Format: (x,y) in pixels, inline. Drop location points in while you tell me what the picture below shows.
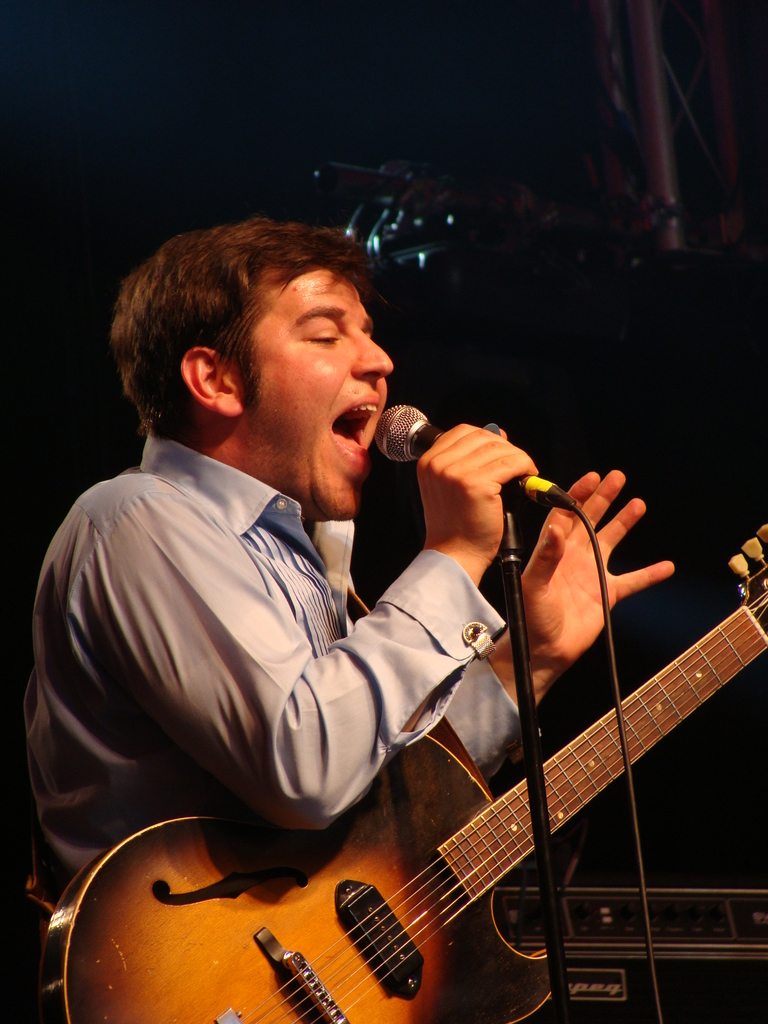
Here we can see a man (189,365) singing in the microphone (411,441) present in his hand (471,499) and he is also having a guitar (328,872).
